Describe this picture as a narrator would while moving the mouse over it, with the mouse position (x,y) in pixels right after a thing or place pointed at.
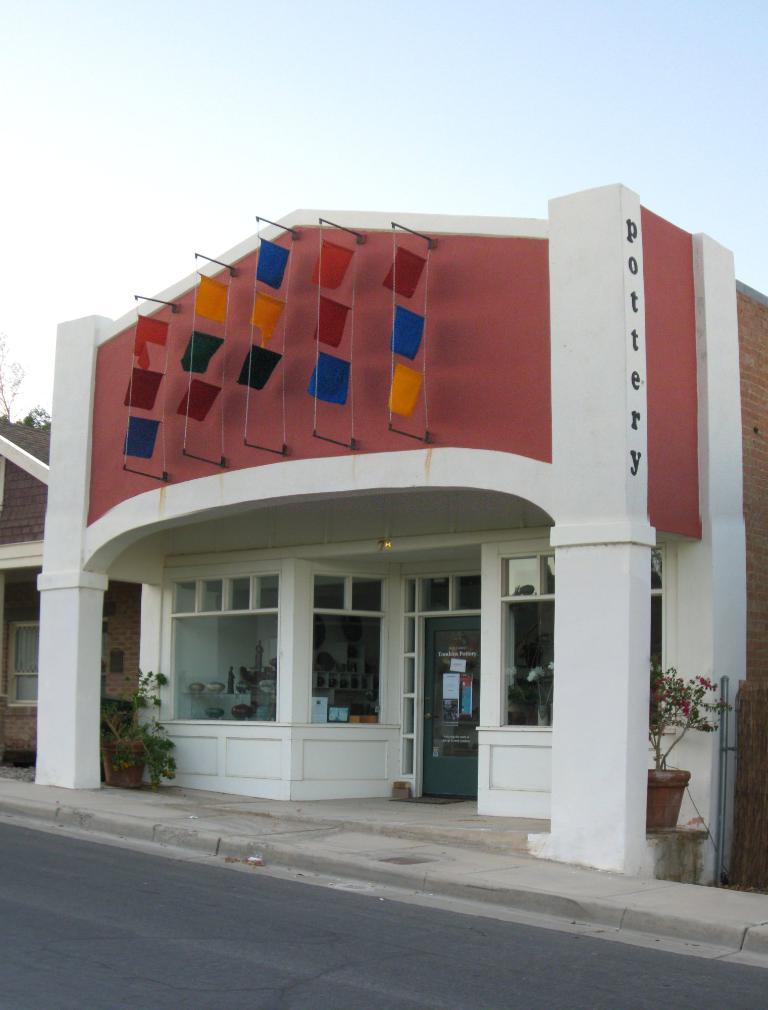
In the image we can see a building (370,482), these are the pillars (49,711), plant pot (657,750), road (214,913) and a sky (305,130).
